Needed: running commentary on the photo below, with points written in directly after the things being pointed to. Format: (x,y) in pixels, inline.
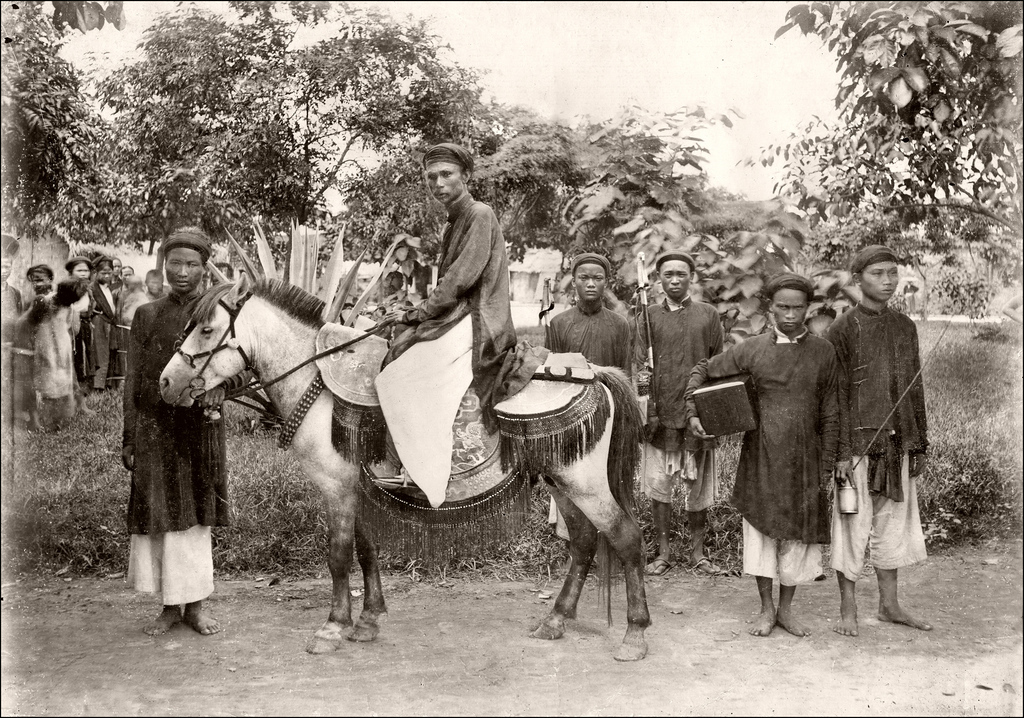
In this picture many people (619,328) are standing. And a person (447,318) is sitting on a horse (302,387). Behind them there are some plants (263,503). And in the background (943,153) there are some trees (407,112).
